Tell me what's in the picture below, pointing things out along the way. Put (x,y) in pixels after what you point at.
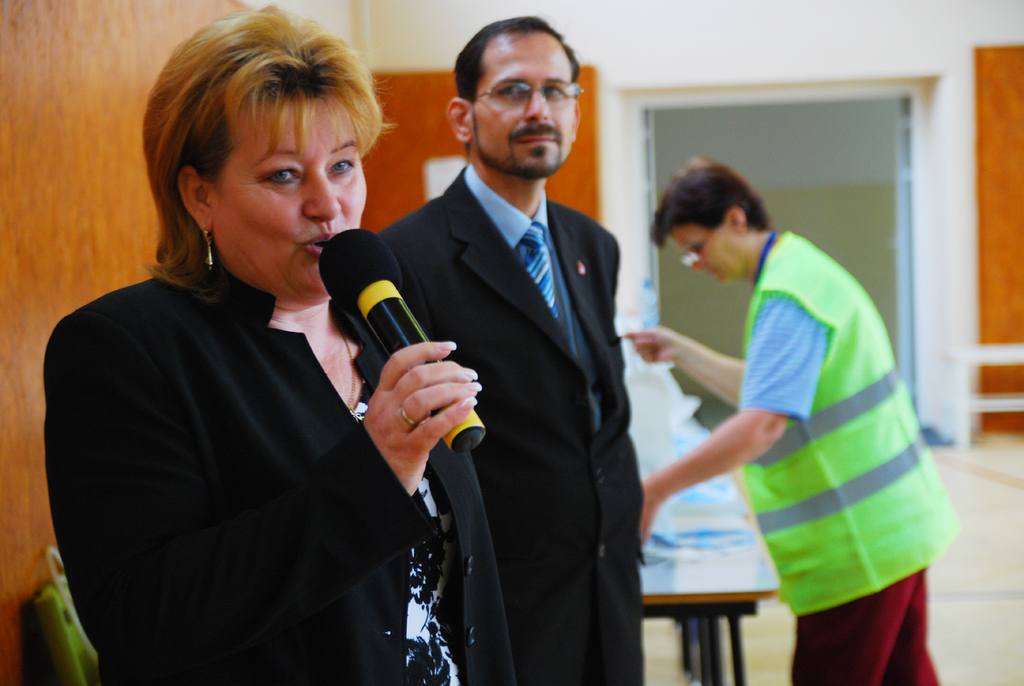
In this picture there are three people (624,368). On the left (334,230) there is a woman (388,459) in black suit (226,388) holding a microphone (346,245) and talking. In the center (487,327) a man (503,312) in black suit (511,277) is smiling. On the right (839,440) a woman (825,565) is adjusting something on the table (706,600). In the background (846,199) there is a door (900,180). There is a wall (560,181) in the background (563,29) top.
